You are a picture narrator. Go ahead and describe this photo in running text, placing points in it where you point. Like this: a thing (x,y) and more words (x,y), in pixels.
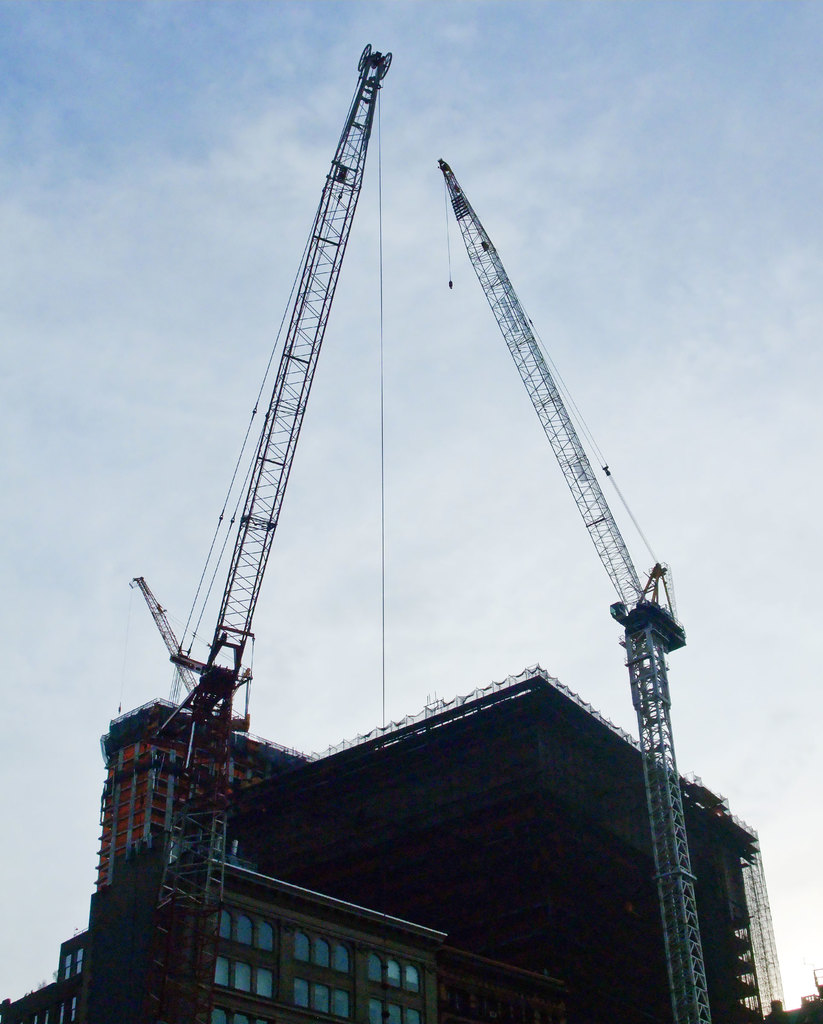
In this image I can see a building (473,899) and glass windows (316,1007). I can see three cranes (678,797). The sky (429,253) is in white and blue color.
